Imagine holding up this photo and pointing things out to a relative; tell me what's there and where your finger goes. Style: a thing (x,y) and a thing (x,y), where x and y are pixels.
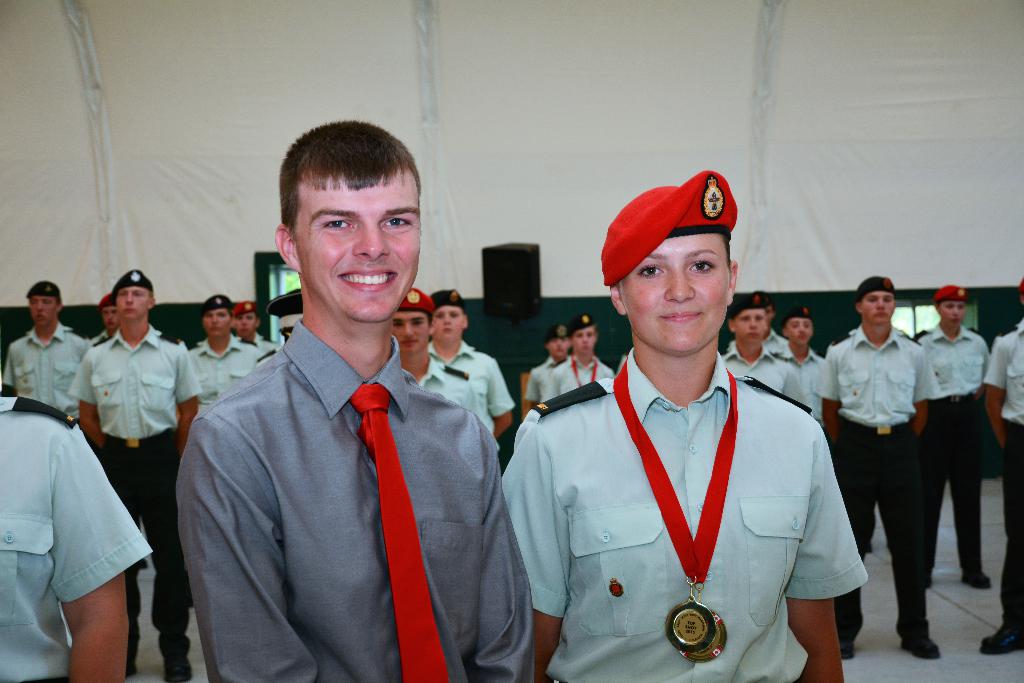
In the picture I can see two persons (583,517) standing and there is another person (71,506) standing in the left corner (6,476) and there are few other people (73,354) standing behind them and there is a speaker (527,261) and few other objects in the background (523,282).
